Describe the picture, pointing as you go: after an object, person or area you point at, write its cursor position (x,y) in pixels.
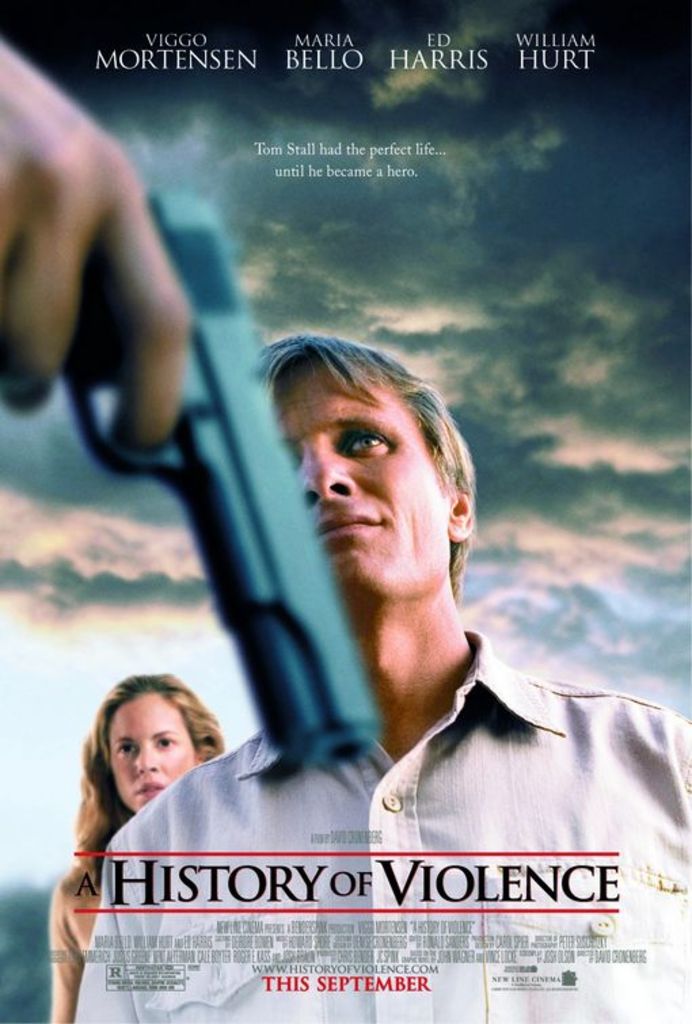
In this image we can see a man (312,408) is standing, he is wearing the shirt (163,800), at back here a woman (96,729) is standing, there a person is holding a gun (208,410) in the hand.
